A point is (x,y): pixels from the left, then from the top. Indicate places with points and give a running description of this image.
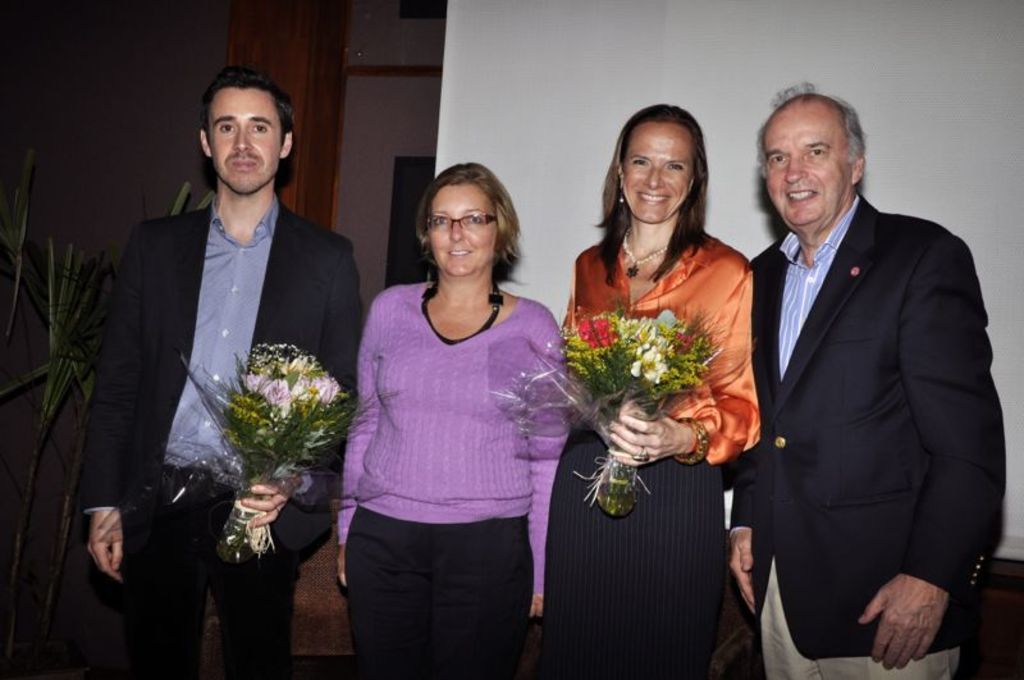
In this image, we can see persons (728,253) wearing clothes (377,325) and standing in front of the wall (502,109). There are two persons (681,220) holding bouquets (271,408) with their hands (641,424). There is a plant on the left side of the image (58,323).
